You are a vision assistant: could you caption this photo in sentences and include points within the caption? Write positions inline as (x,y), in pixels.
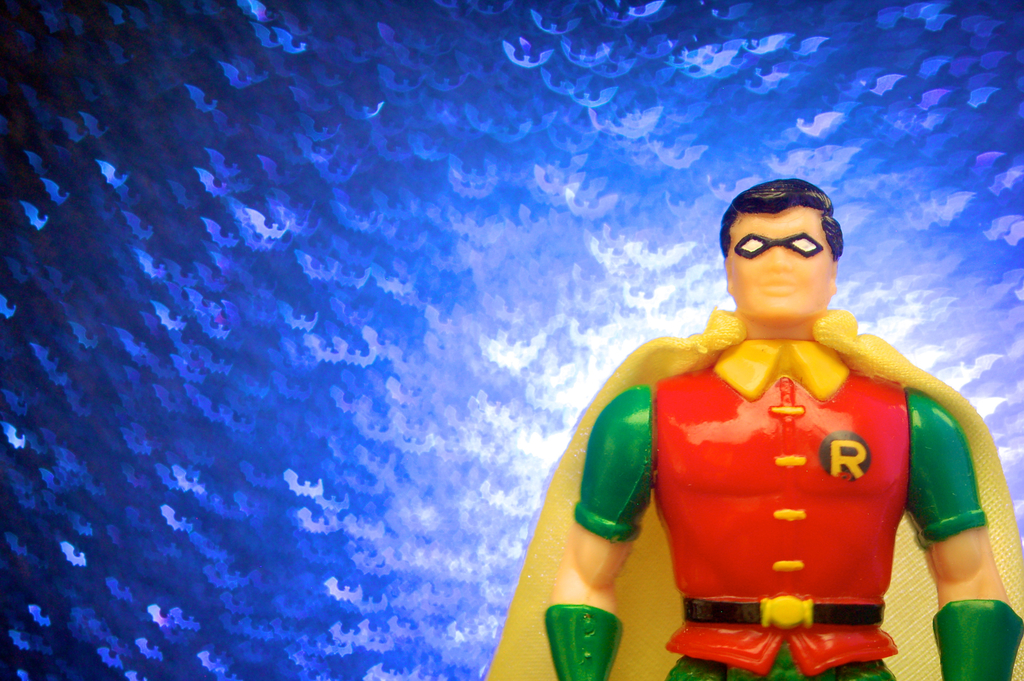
At the right side of the image (900,433) there is a toy (772,455) with red, green and yellow colored dress (700,458). There is a blue color background (255,429).
